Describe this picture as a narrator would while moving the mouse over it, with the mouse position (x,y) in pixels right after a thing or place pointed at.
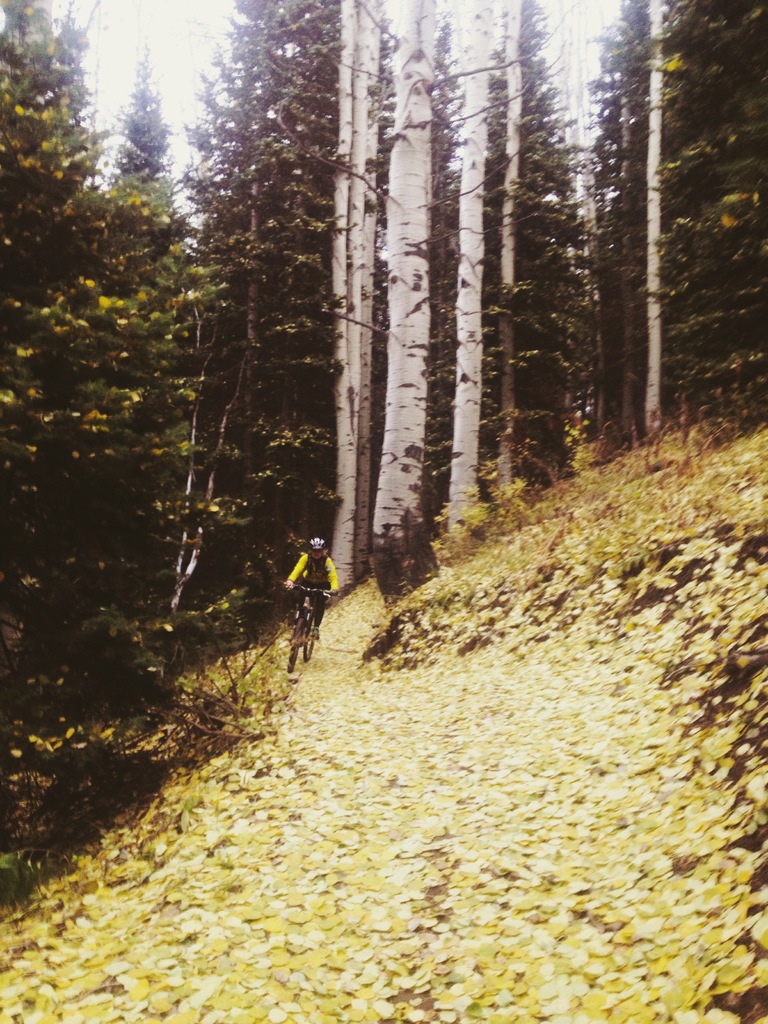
There is a person (307,619) riding bicycle (298,625) on a yellow surface ground (369,794) and there are trees (255,323) behind him.
